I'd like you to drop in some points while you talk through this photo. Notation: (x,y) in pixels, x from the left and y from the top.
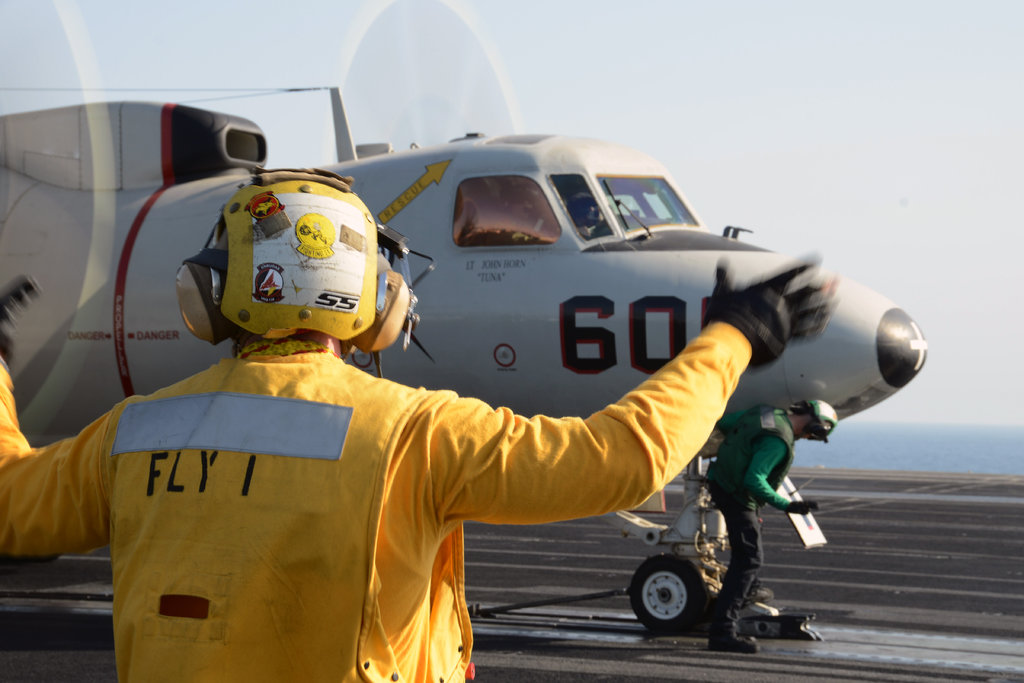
In this picture I can see a man (336,426) is wearing yellow color dress (379,424) and helmet (397,308). In the background (490,273) I can see an aeroplane (506,234) on the ship deck (826,552) and the sky (849,132).
